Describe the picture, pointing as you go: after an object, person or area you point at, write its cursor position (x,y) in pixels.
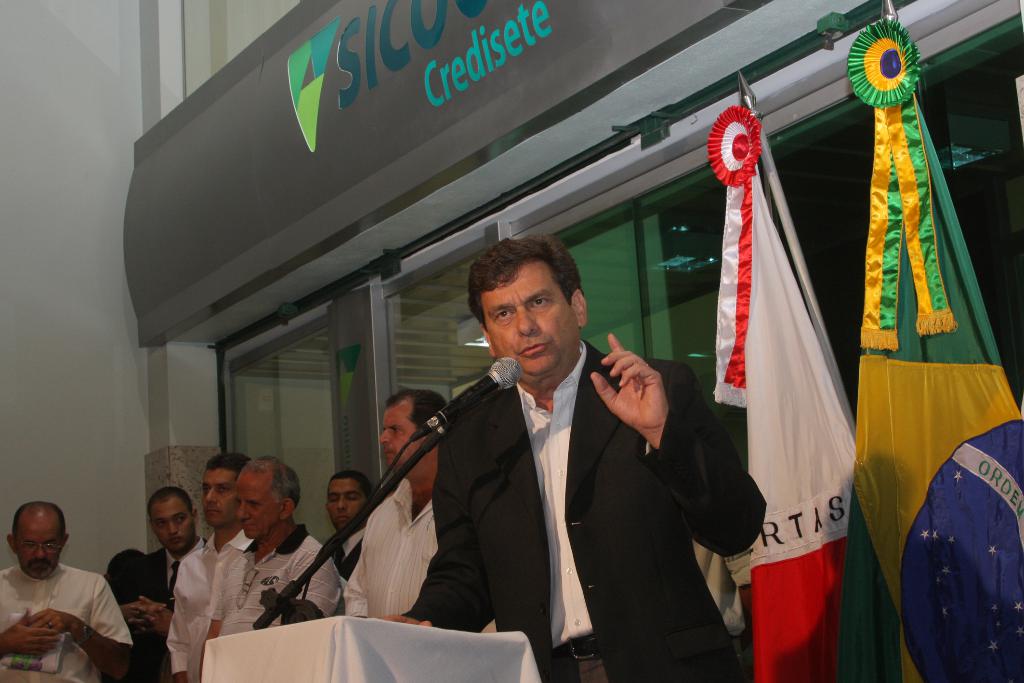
In this picture there is a man (590,646) standing and talking and there is a microphone (507,373) on the podium (357,631). At the back (276,551) there are group of people (187,581) standing. On the right side of the image (800,378) there are flags (952,514). At the back (995,270) there is a glass wall (807,213) and there is text (485,48).
